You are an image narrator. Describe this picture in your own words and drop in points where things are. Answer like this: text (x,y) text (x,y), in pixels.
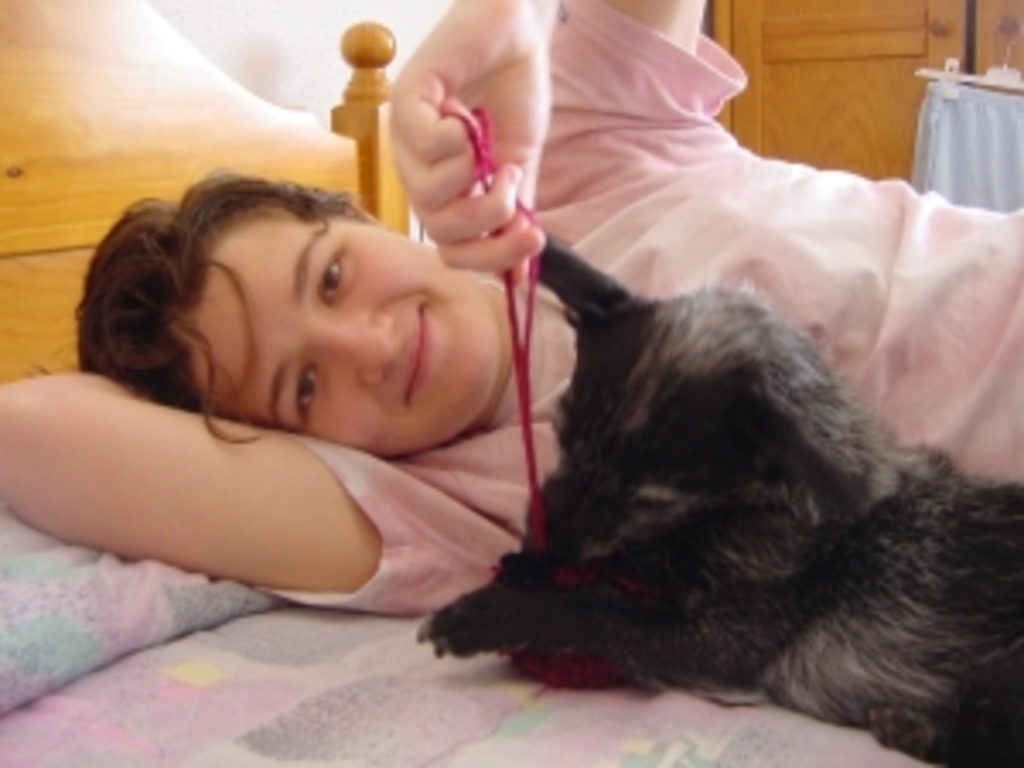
there is a person (491,454) lying on a bed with a pet (753,632).
